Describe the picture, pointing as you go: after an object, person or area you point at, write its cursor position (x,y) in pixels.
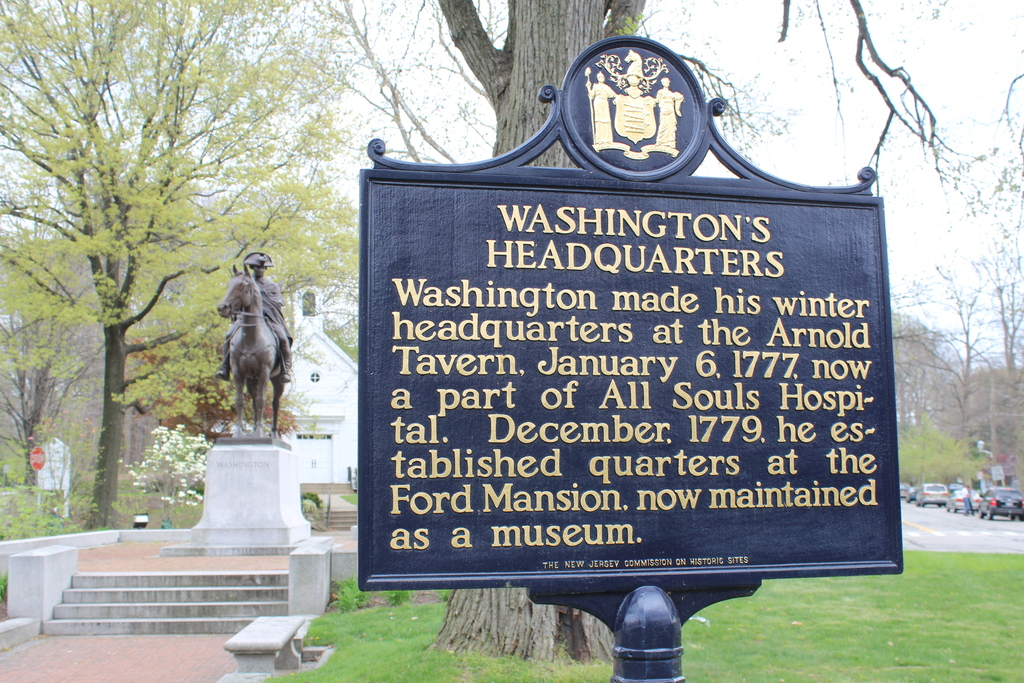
In this image we can see a board (621,347) with some text (545,268) and images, also we can see a statue (239,399), there are some trees (120,459), vehicles (941,494), plants (138,466), flowers (161,459), grass (834,606), bench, staircases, boards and a house (316,395), in the background (744,58) we can see the sky (757,54).
